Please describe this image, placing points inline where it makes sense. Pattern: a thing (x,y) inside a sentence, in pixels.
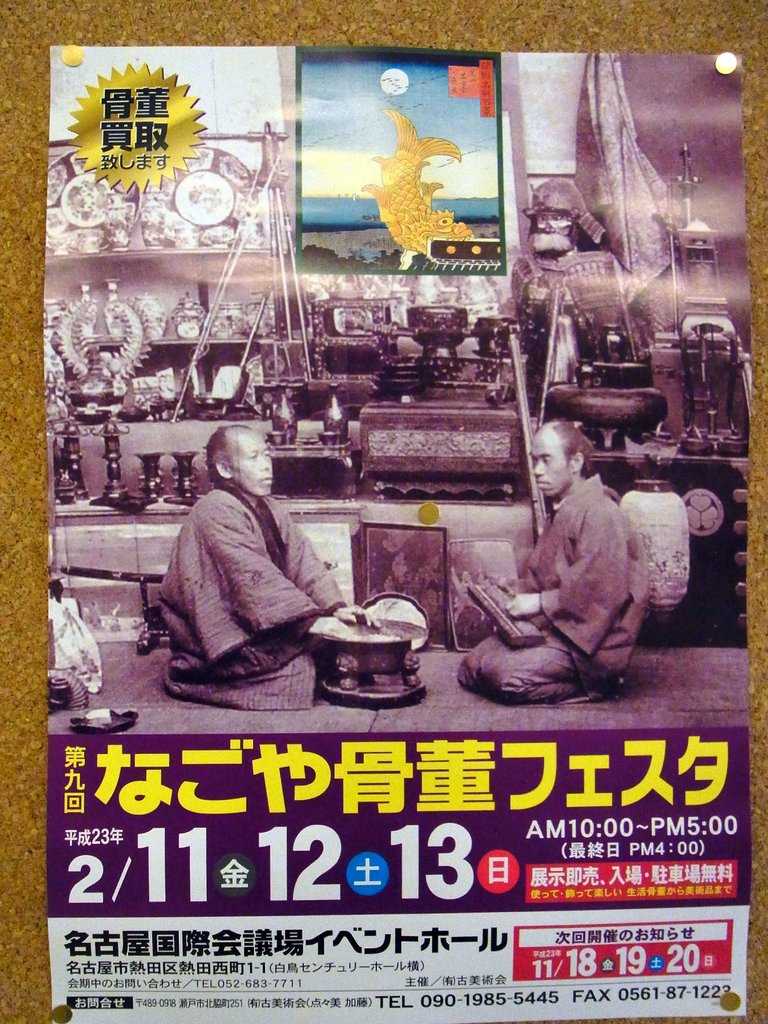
In this picture there is a poster (280,460). In the poster (318,488) there is a picture (350,386) of a two persons (300,541) and there are objects (482,282) on the table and there is a fish (447,228), at the bottom of the poster (515,674) there is a text (604,889). There are four push pins (68,63) at the four ends of the poster (507,727).
